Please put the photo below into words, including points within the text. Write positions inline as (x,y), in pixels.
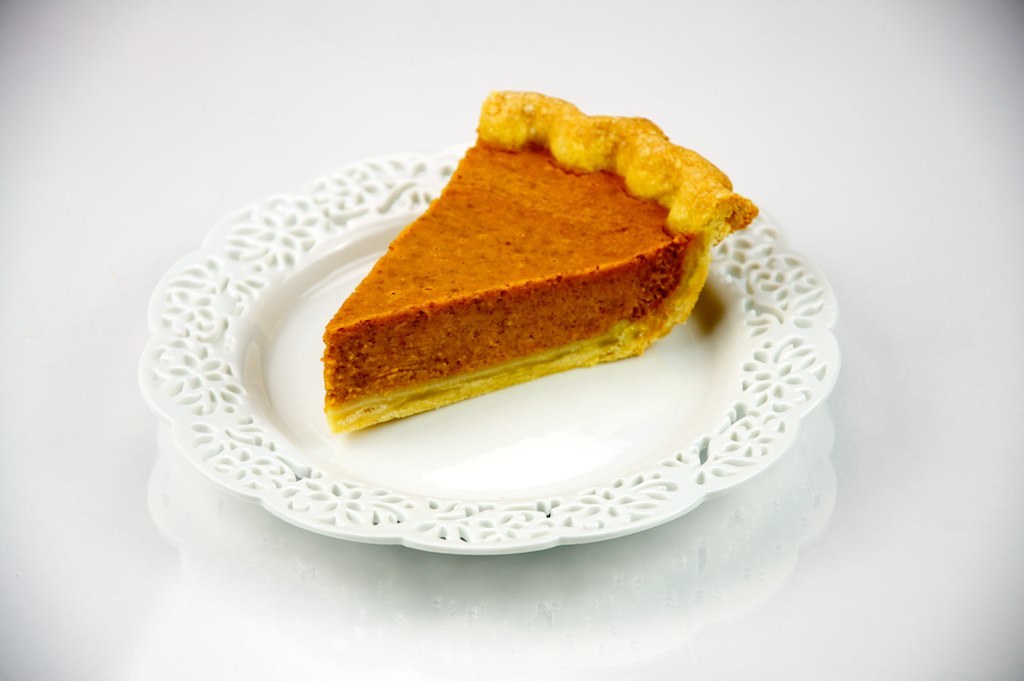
In this image there is a piece of pie (421,307) on a plate (345,274) on the table (53,416).
